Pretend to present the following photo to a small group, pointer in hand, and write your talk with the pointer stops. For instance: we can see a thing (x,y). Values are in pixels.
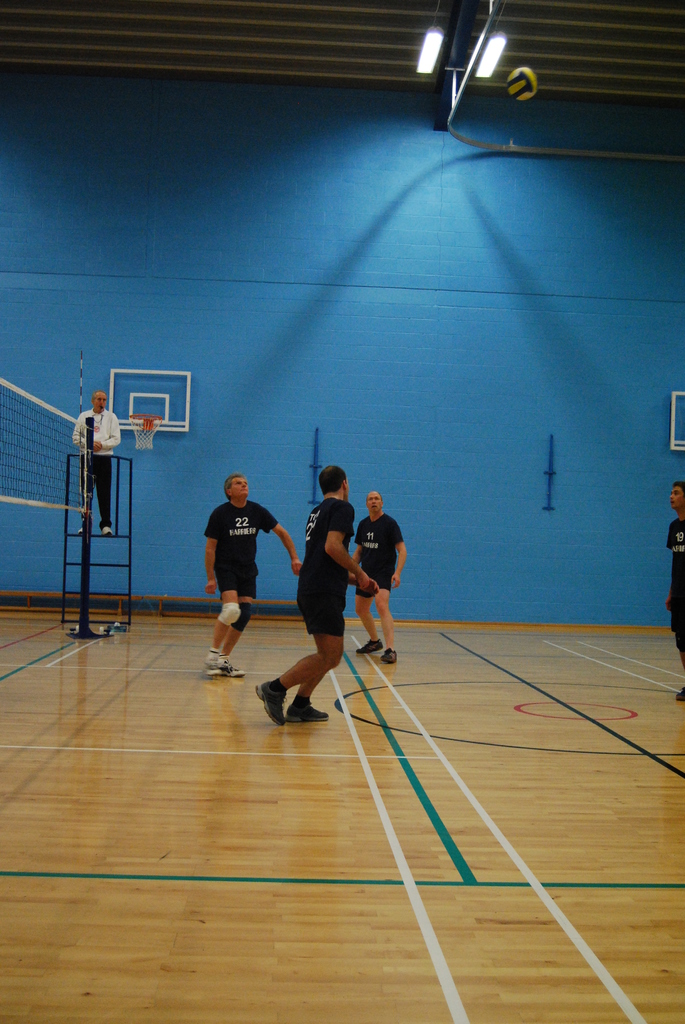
There are few persons (279,702) on the floor (351,796). Here we can see a person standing on a ladder (98,551). There is a basketball goal (140,427), mesh (22,447), lights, and wall (455,350).
